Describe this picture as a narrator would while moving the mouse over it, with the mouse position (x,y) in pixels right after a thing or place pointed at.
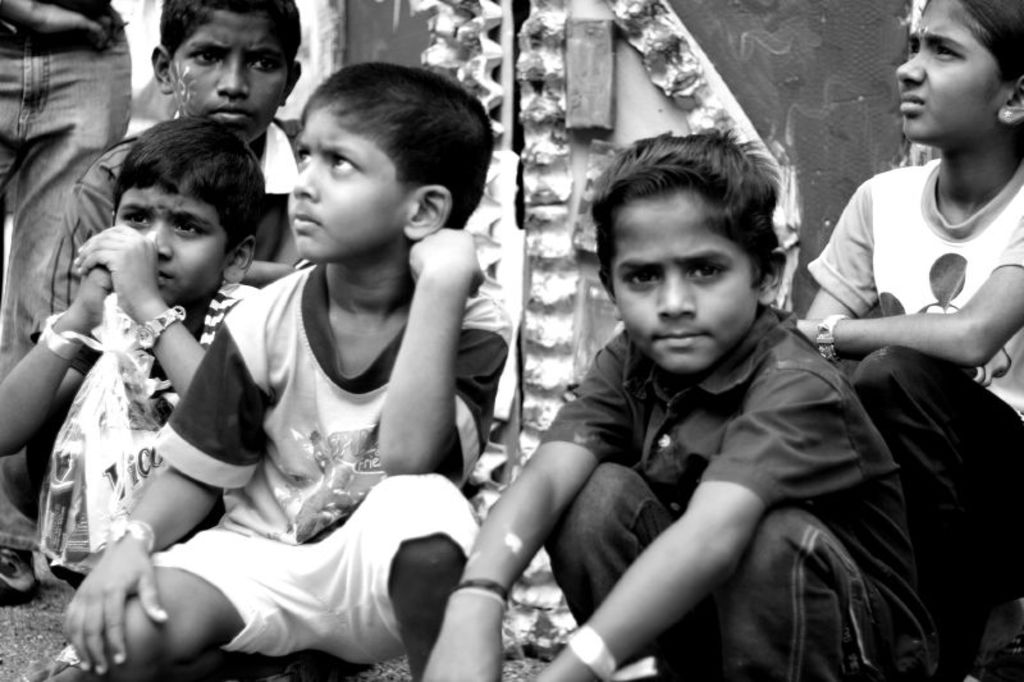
In this picture there are children (469,313) in the center of the image (529,316), it seems to be a door (840,126) in the background area of the image (670,101).
